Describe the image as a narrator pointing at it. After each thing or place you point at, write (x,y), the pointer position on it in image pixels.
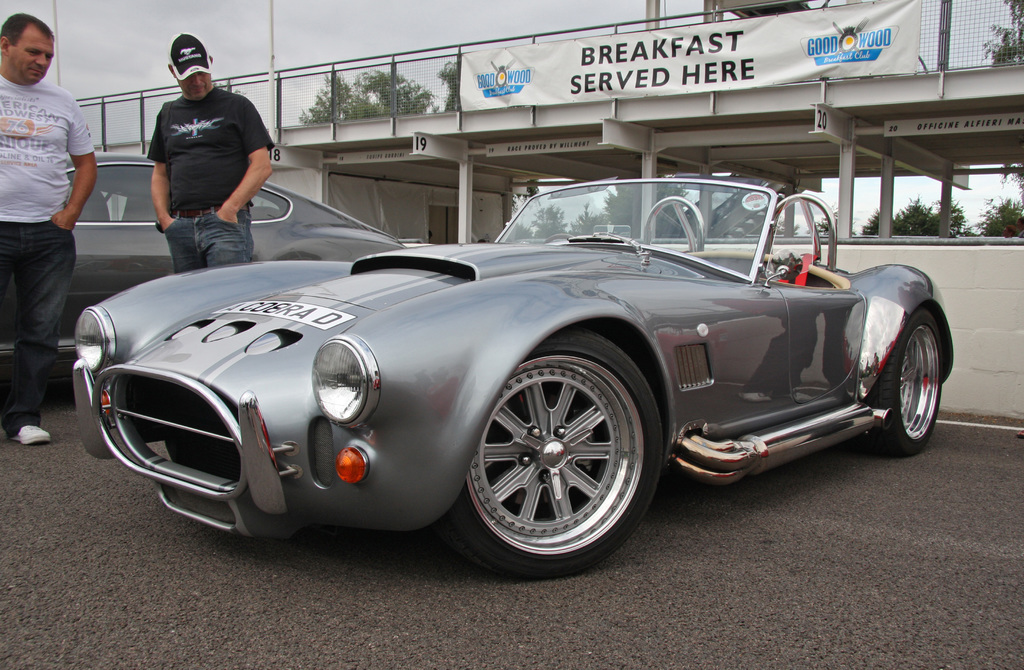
In the image in the center (544,252) we can see two cars (268,189) and we can see two persons (189,151) were standing. In the background (139,34) there is a sky (139,34), clouds (254,35), fence (977,13), banner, roof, poles (57,69), wall (1015,270), trees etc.
